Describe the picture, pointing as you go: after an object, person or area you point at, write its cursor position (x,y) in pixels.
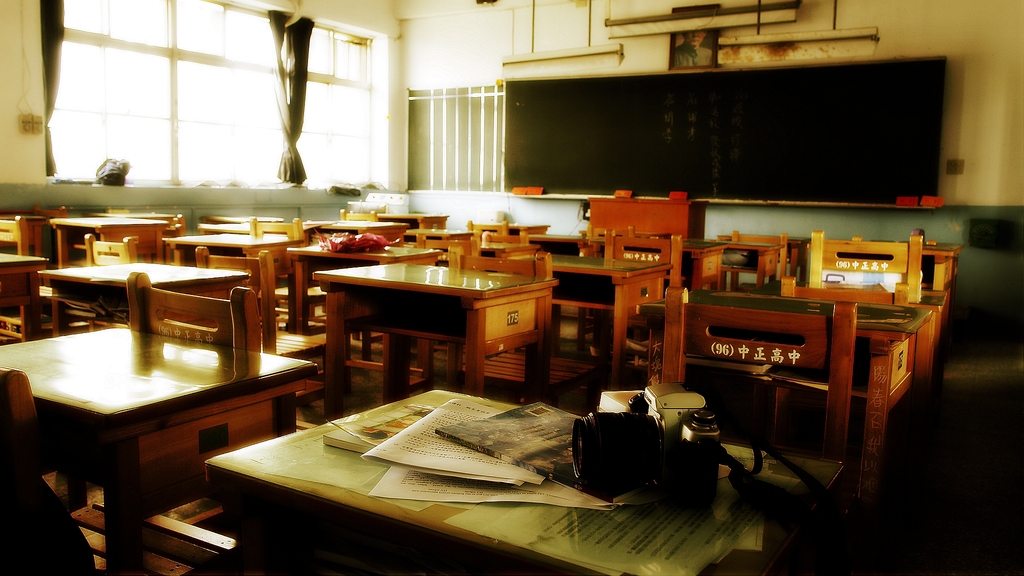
In this image I can see a camera (633,455) and the books (470,427) on the table (461,556). There are many chairs (240,304) and tables (491,284). There is board (716,117) and a curtain (298,78) to the window (198,181).
